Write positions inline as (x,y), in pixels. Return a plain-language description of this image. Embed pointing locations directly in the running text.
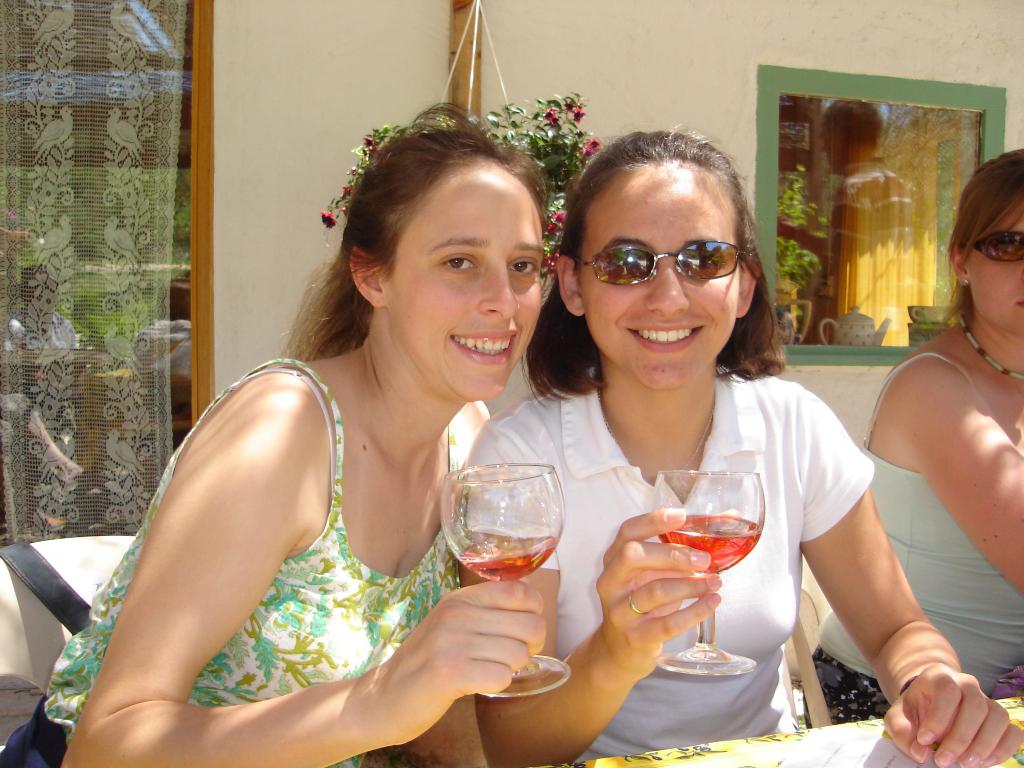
In this picture we can see three persons (956,409) and in front (383,515) this two persons (400,370) holding glasses (545,474) in their hands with drink (502,538) in it and smiling and in background (635,54) we can see glass (144,75), wall (266,45), window (822,265), tea pot (862,328), flower pot (789,290) with plant (805,270).
